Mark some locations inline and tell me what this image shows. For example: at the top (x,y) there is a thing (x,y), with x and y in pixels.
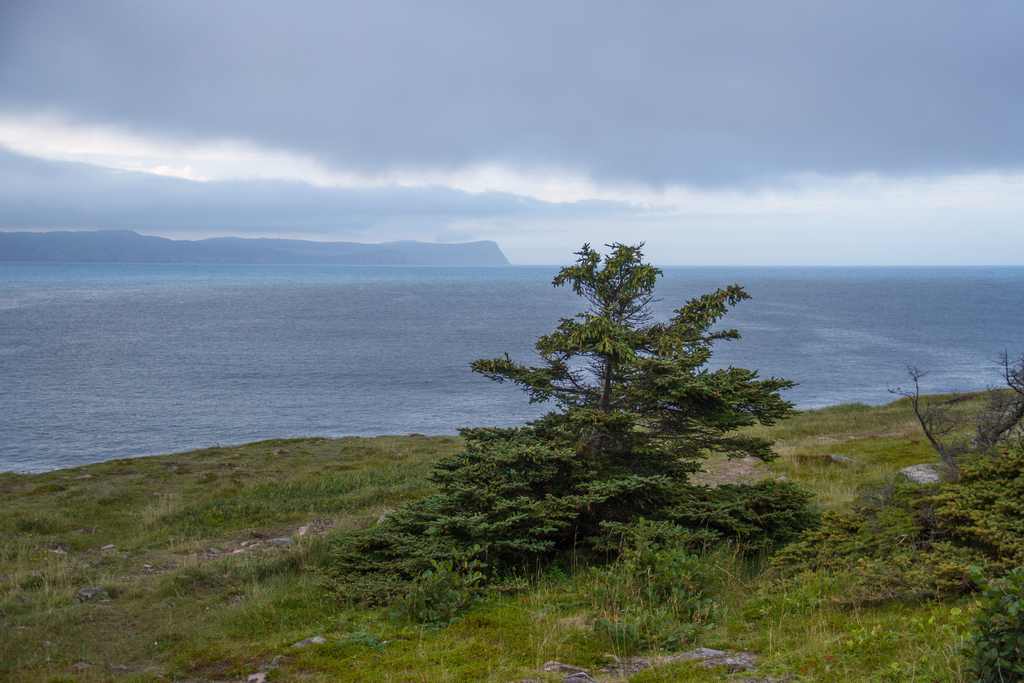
In the picture we can see grass (287,622), trees (603,531), water (677,286), hills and the cloudy sky (428,214) in the background (660,204).
